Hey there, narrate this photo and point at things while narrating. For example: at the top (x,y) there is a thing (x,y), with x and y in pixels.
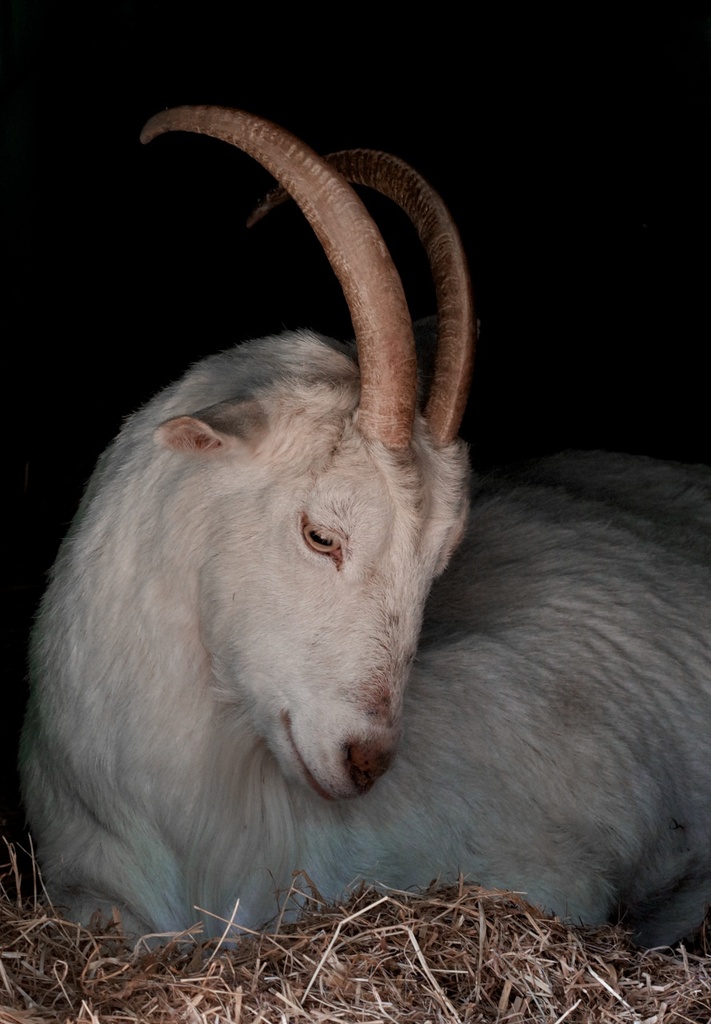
In the image there is a goat (336,435) with horns (325,190) is sitting on the grass (464,902). And there is a black background (491,88).
